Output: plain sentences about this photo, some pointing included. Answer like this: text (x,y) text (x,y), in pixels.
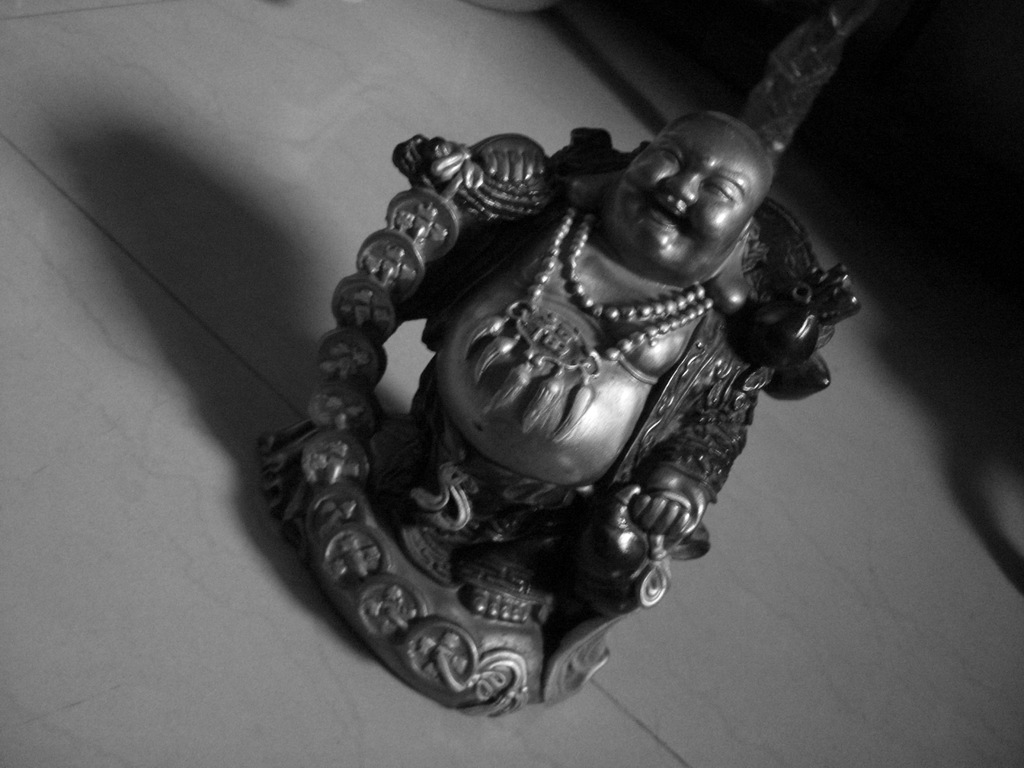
In this picture there is a sculpture of a laughing Buddha (655,411) on the floor (189,589). At the bottom (277,635) there are marble tiles (869,344).
